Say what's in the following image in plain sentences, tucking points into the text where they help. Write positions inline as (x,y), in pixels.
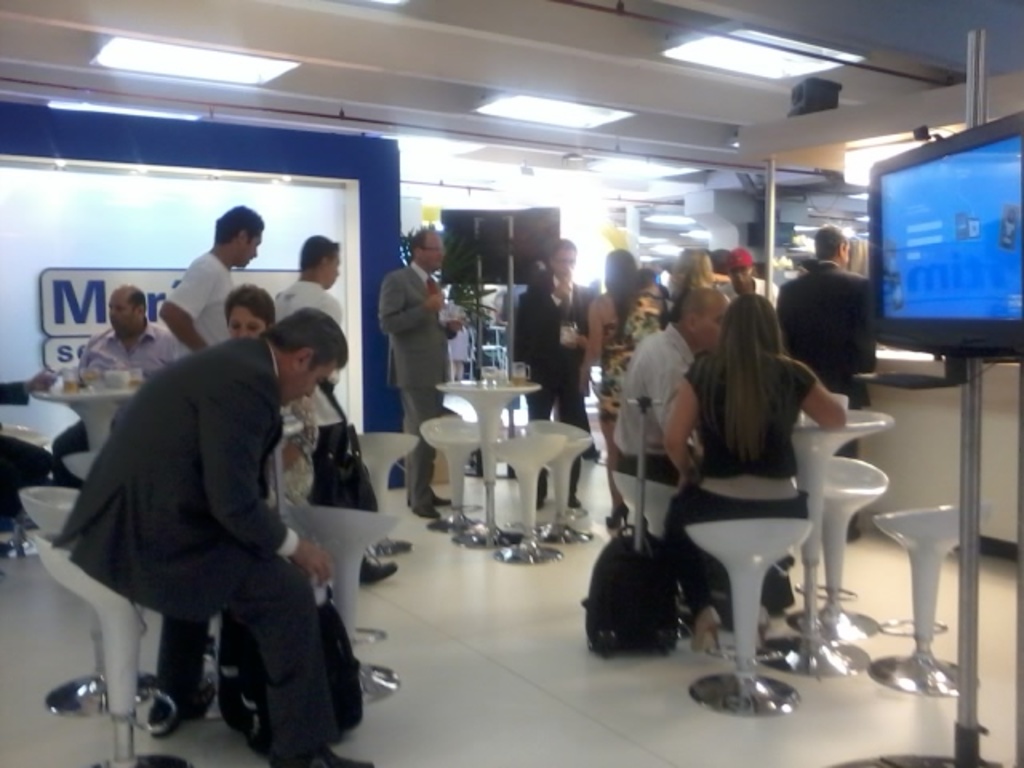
There are few standing and few people (739,392) sitting on the chairs (774,552). This looks like a luggage bag (624,555). These are the tables (495,387) with few objects (103,380) on it. I think this is the name board (62,290). These are the ceiling lights (143,41), which are attached to the roof (531,58). This looks like a houseplant (469,295). I can see the screens (930,221) attached to the poles (986,87). These are the chairs (574,443).
